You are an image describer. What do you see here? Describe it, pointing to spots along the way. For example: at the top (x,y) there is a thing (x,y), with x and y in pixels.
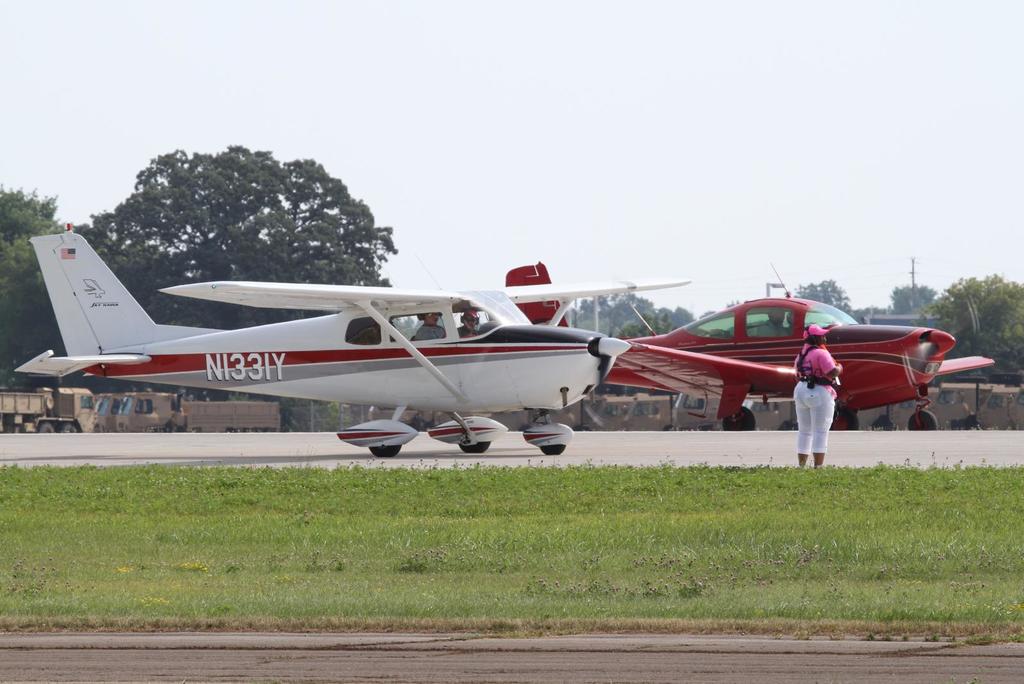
In this image in the center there is grass (552,521) on the ground (527,525). In the background (704,332) there are airplanes (628,352) and there is a person (822,389) standing and there are persons (466,333) sitting inside the airplane (541,339) there are trees (219,247) vehicles (149,400) and the sky (521,221) is cloudy.
